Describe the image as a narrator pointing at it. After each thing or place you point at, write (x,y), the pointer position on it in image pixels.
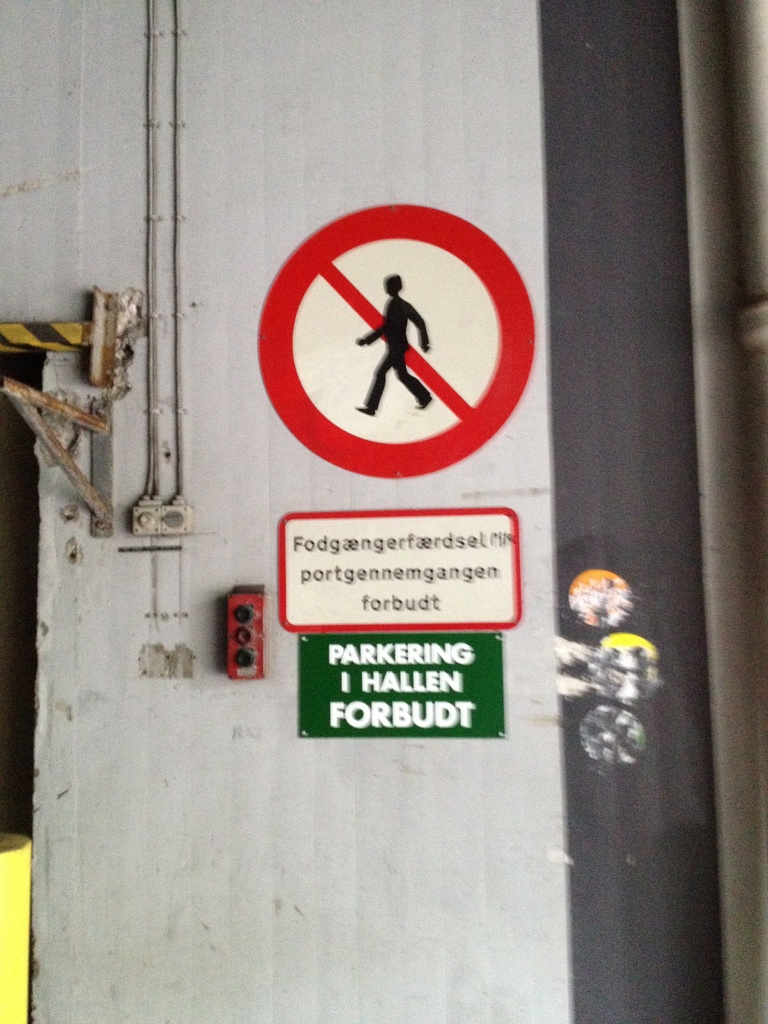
In this picture we can observe caution sign (355,333) on the grey color door (271,813). We can observe green color board (363,664) fixed to this door (294,756). We can observe a red button box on the left side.
